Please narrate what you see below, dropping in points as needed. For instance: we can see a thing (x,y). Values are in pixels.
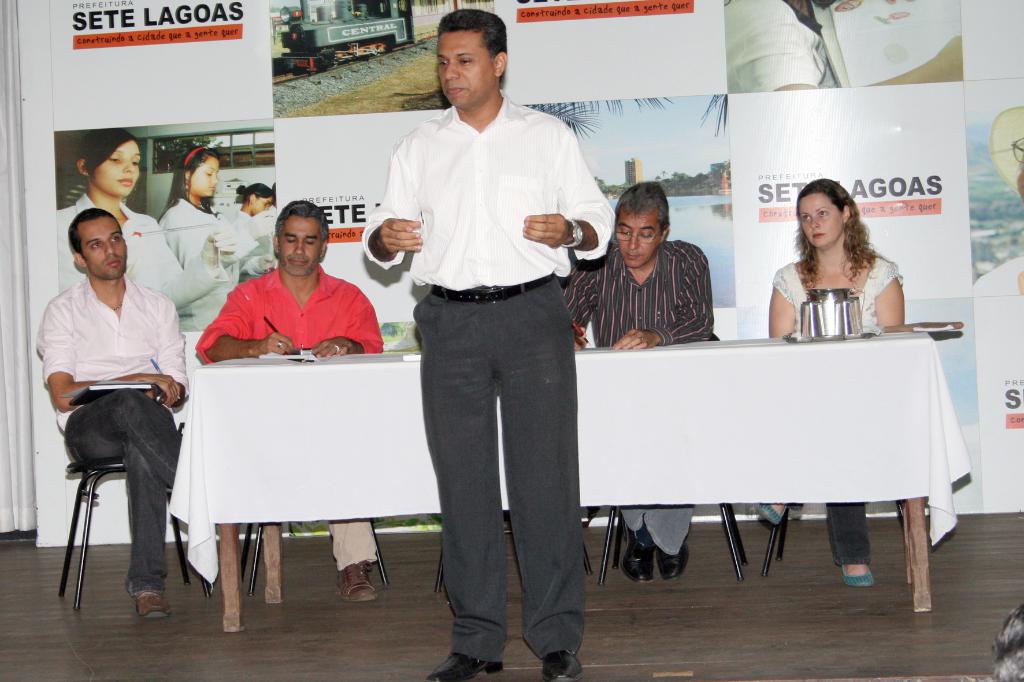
a person (501,253) is standing wearing a white shirt (472,269). behind him there is a table (653,388). behind the table (356,388) there are chairs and 4 people (248,316) are sitting on that. at the back (260,206) there is a banner (98,58) on which sete lagoas is written.
